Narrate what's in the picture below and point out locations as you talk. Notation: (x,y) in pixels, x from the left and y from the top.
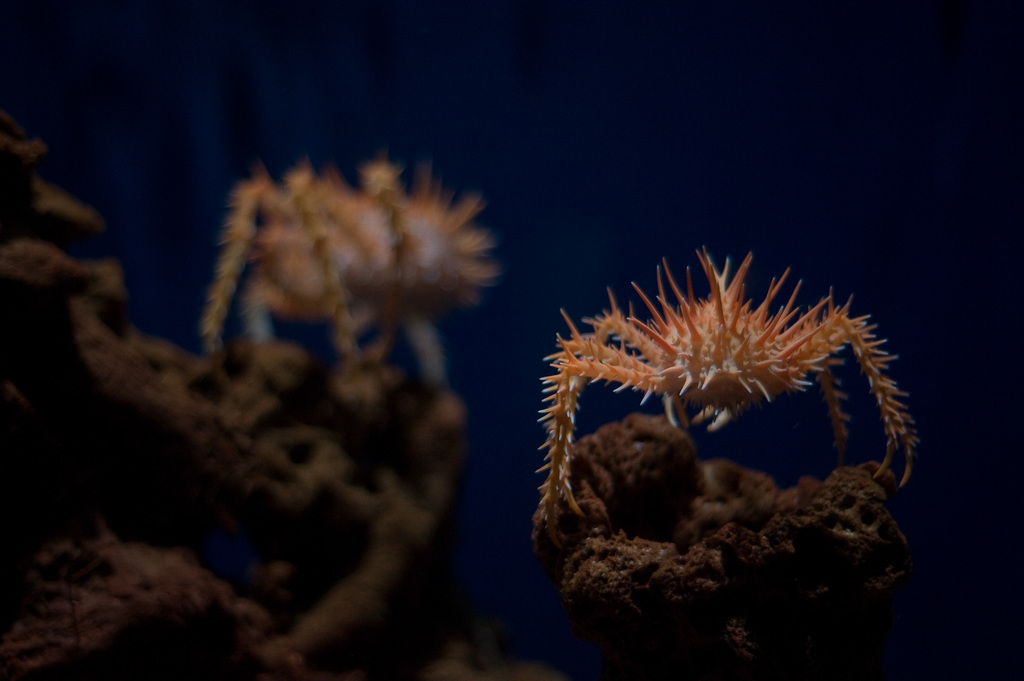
In this image there are two crabs (270,306) on the rock structure (174,491).
